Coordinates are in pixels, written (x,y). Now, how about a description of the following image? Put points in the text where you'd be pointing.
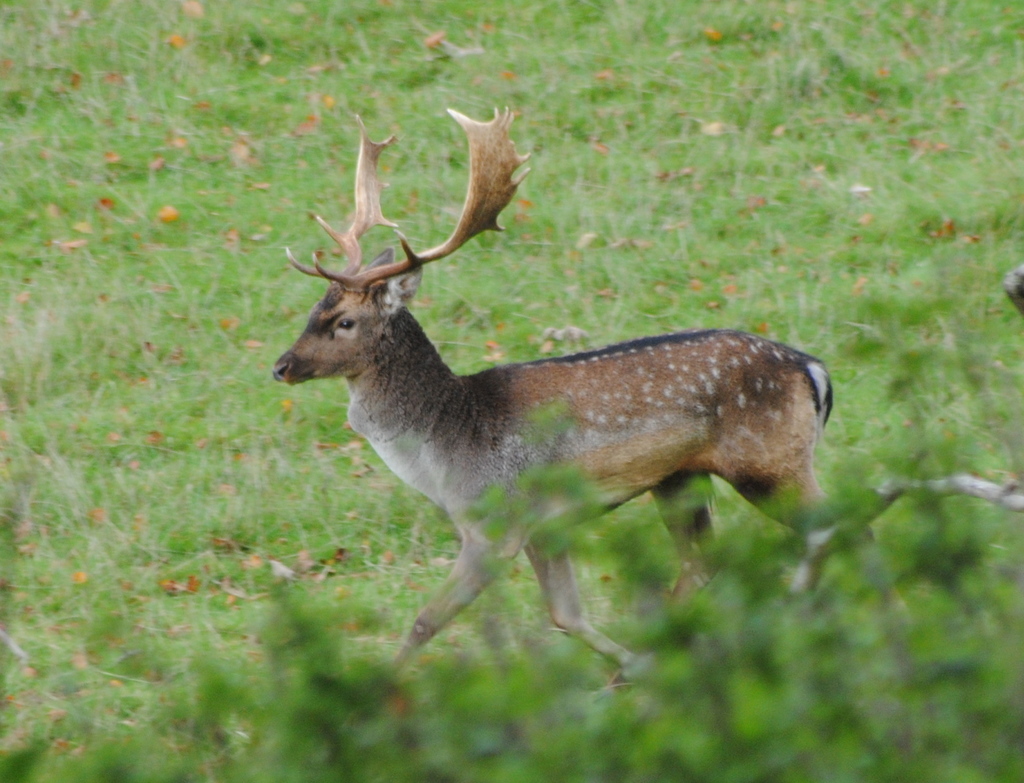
In this image there is a deer (493,418) in a field (730,115), in the bottom right (830,631) there is a plant (754,651).
